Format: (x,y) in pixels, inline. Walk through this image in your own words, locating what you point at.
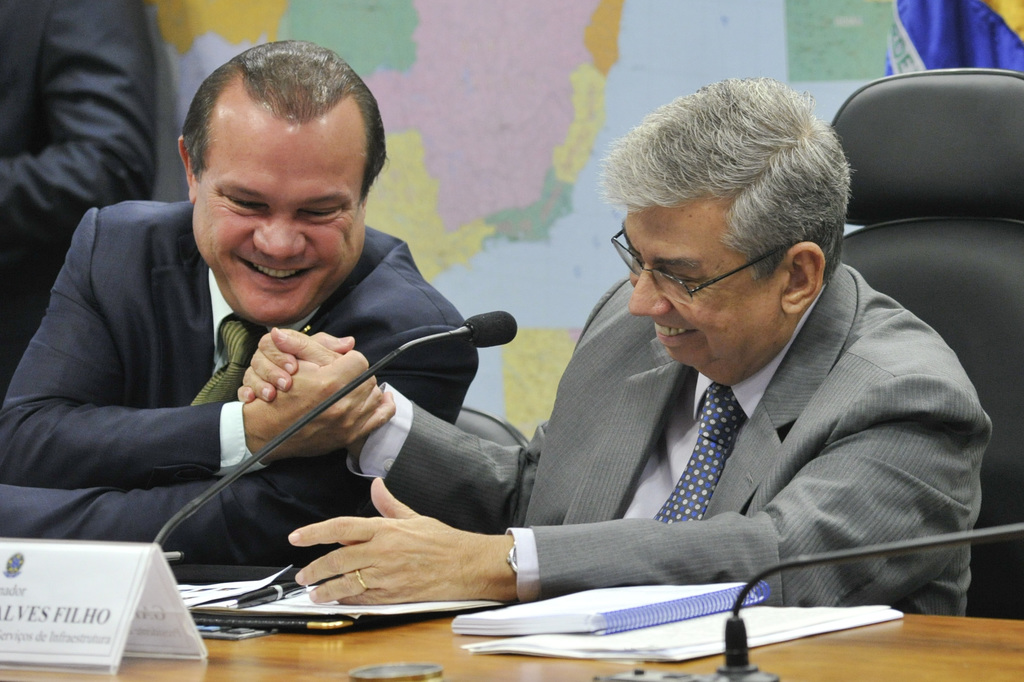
In this picture there are two people (648,458) sitting and smiling and holding the hands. There are papers (802,626) and there is a book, pen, board (17,631) and there are microphones (742,659) on the table (514,669), there is text (100,625) on the board (108,623). At the back (16,342) there is a person (29,249) standing and there is a flag (954,52) and there is a map (438,149).
